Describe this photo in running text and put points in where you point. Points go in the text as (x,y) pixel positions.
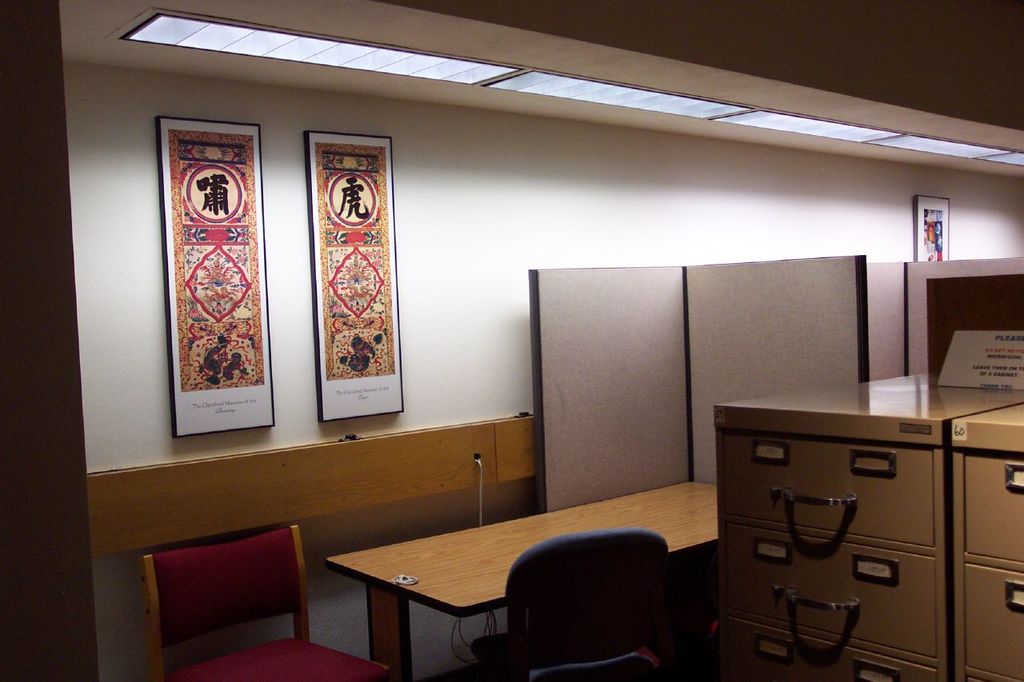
In this picture we can see a room (594,489) with table (494,566), chairs (619,642), wall (826,195) with frames (230,174), light (835,131), cupboards (785,491).
